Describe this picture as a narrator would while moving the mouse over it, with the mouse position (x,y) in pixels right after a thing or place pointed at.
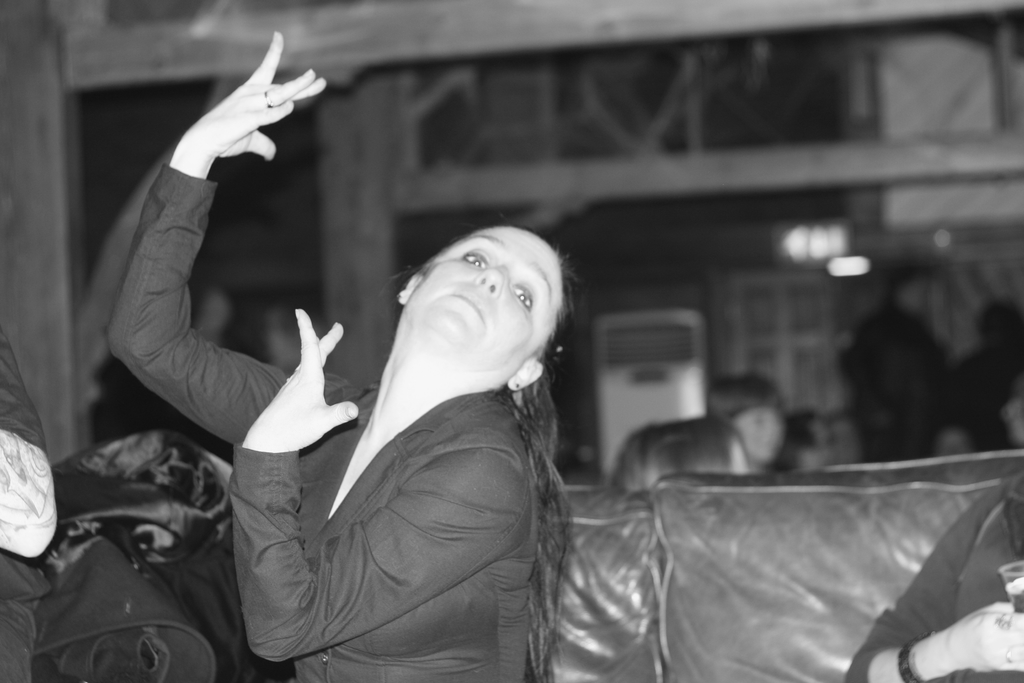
This image is a black and white image. This image is taken indoors. At the bottom of the image (677,611) there is a couch (743,606) and three persons (973,639) are sitting on the couch (852,625). In the middle of the image (441,409) a woman (472,568) is sitting on the couch (692,555) and she is with a weird face (480,310) and expressions. In the background (685,224) there are a few things (815,171).
